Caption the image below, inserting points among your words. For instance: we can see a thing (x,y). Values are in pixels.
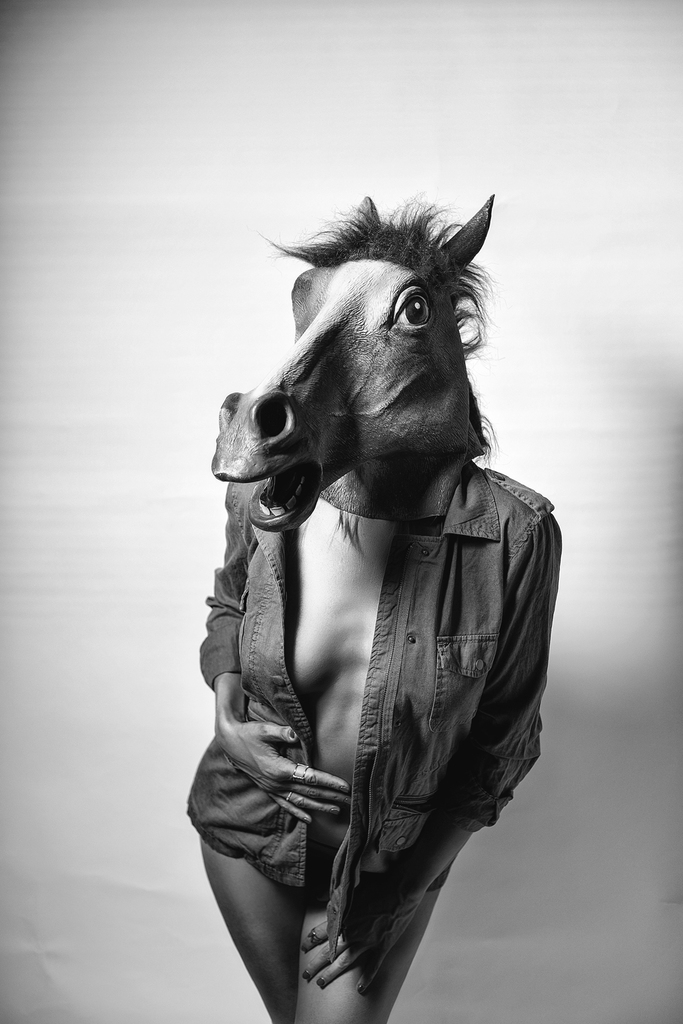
This is the picture of a woman (506,714) wearing a mask of horse (340,442). She wear a jacket (252,631). And this is the black and white picture.
